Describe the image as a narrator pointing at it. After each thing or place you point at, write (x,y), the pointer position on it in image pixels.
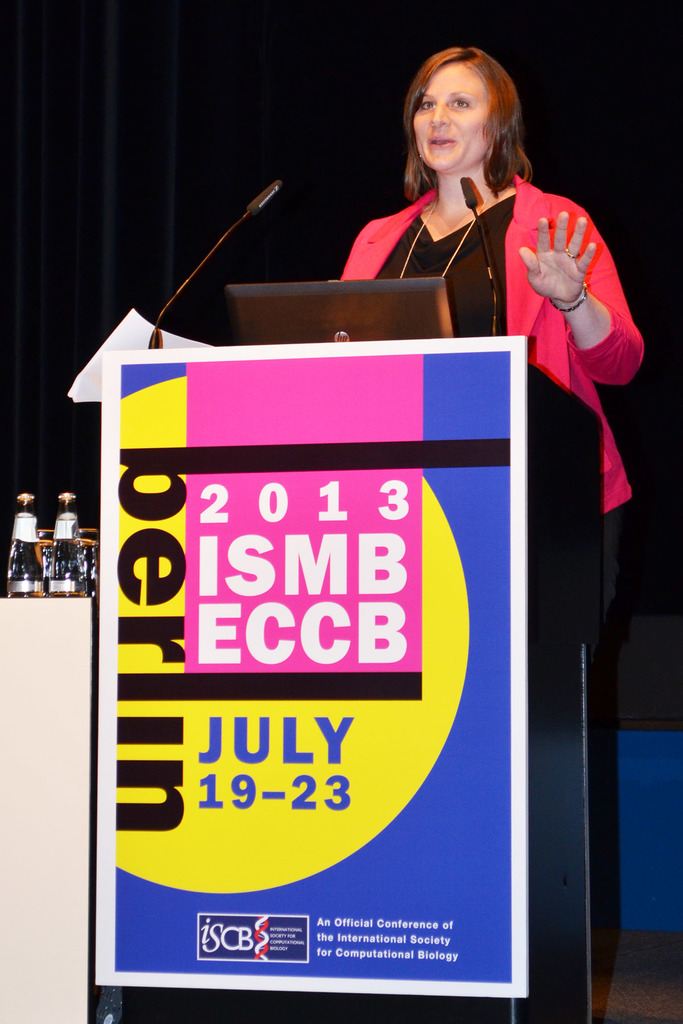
In this image there is a woman (552,261) standing. In front of her there is a podium (532,629). There are microphones (496,316) and a laptop (399,309) on the podium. There is a banner (269,761) with text (177,557) on the podium (389,1008). Behind her there is a curtain (272,85). To the left (63,639) there are bottles (18,564) on the table (25,688).
